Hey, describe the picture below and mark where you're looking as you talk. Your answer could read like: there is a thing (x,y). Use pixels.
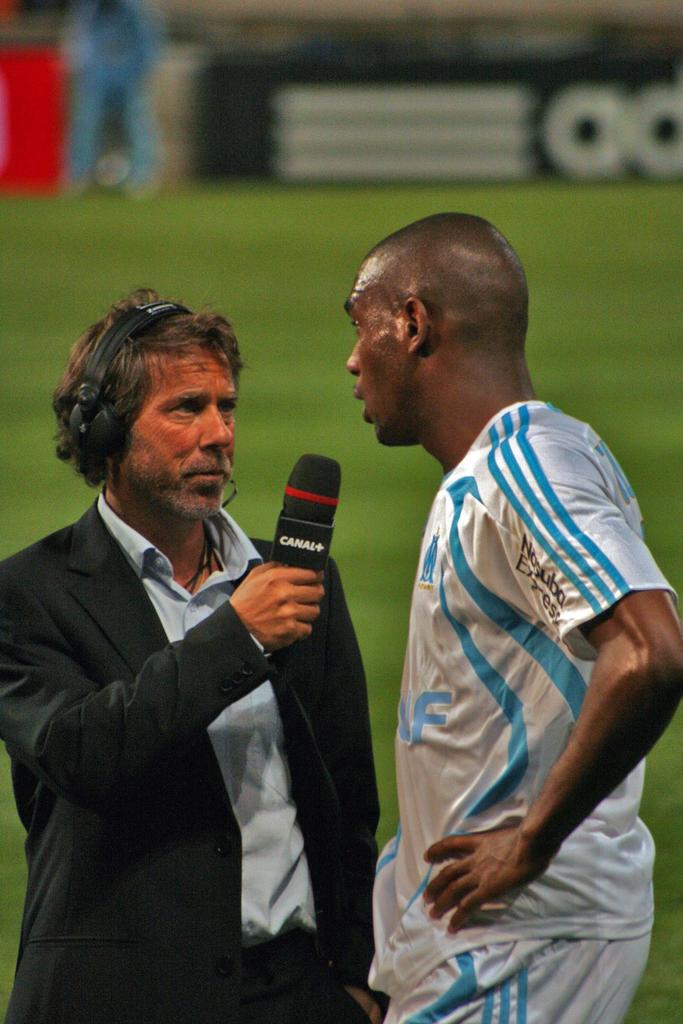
This 2 persons (234,410) are standing. This person (256,692) wore black jacket (177,698) is holding a mic (286,536). Far there is a grass (637,287) in green color and a advertisement board (553,137).
